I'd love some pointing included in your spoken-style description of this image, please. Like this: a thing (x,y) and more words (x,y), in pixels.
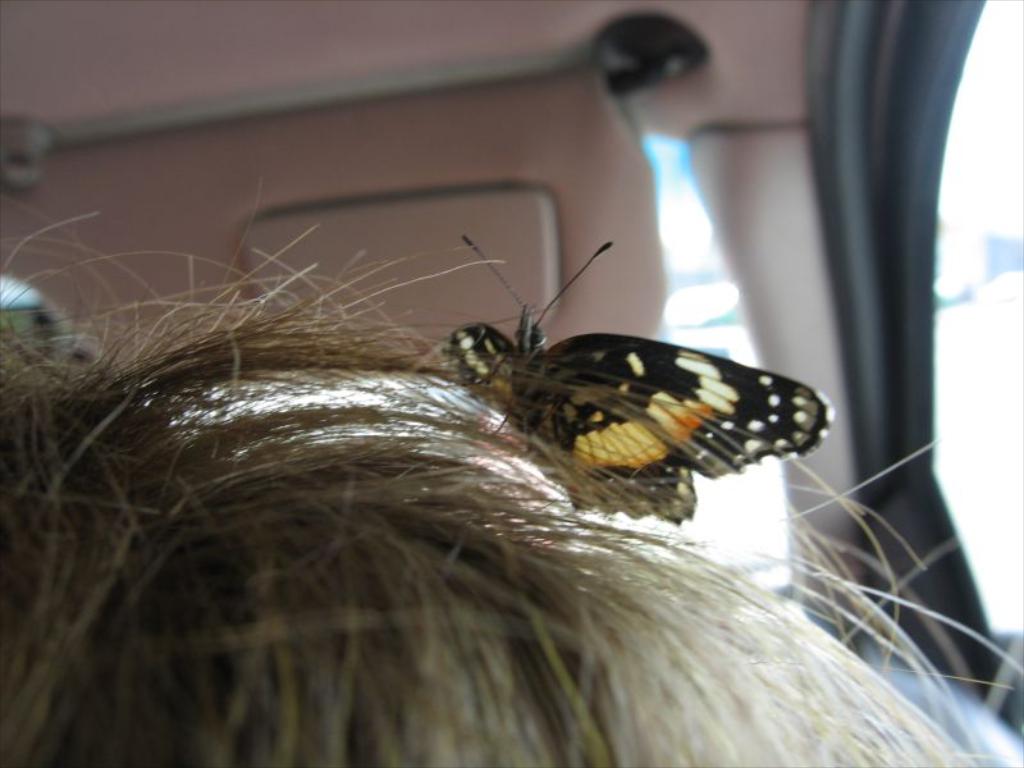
In the image in the center (634,298) we can see one vehicle (431,289). In the vehicle (546,203), on the left side of the image (258,552) we can see hair (306,526). On the hair (474,431), there is a butterfly (581,428).
